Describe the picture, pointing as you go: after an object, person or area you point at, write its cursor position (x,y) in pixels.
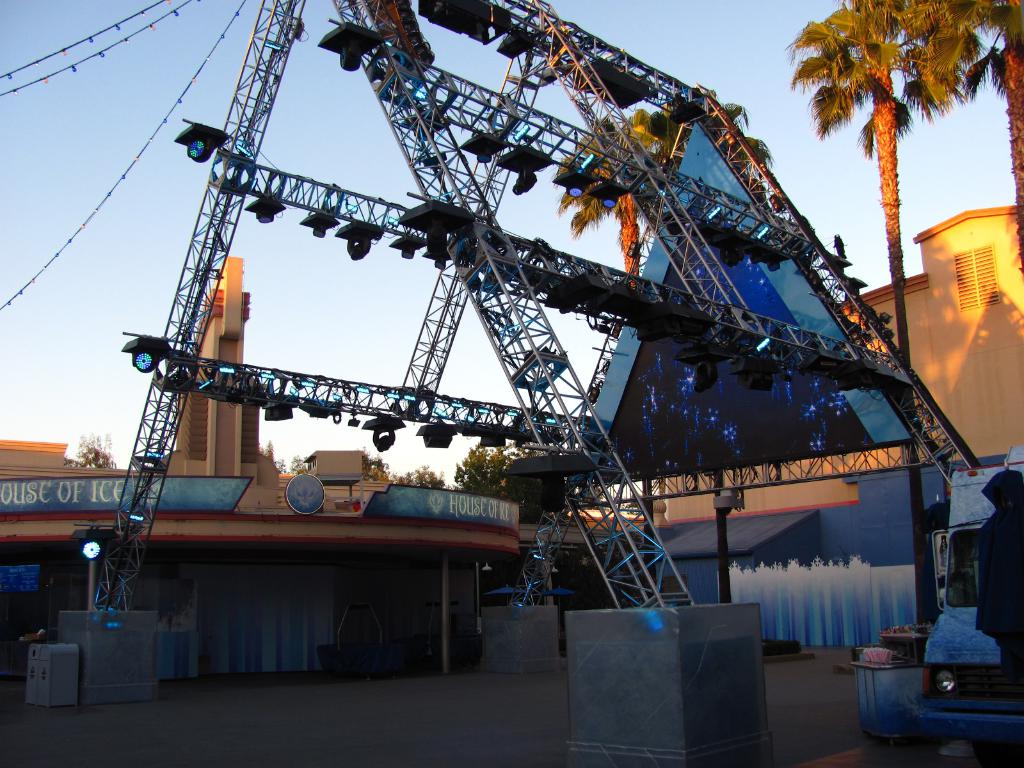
At the bottom of the image (98,654), we can see blocks (683,684). On the blocks (659,687), we can see rods stands (477,408) with lights (873,375). On the right side of the image (951,551), we can see vehicle (974,644) and few objects (985,611). Background (899,614) we can see houses (51,457), trees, banners (220,507), screen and sky (23,149). On the left side (156,131) top of the image (176,99), we can see wires (108,28).
